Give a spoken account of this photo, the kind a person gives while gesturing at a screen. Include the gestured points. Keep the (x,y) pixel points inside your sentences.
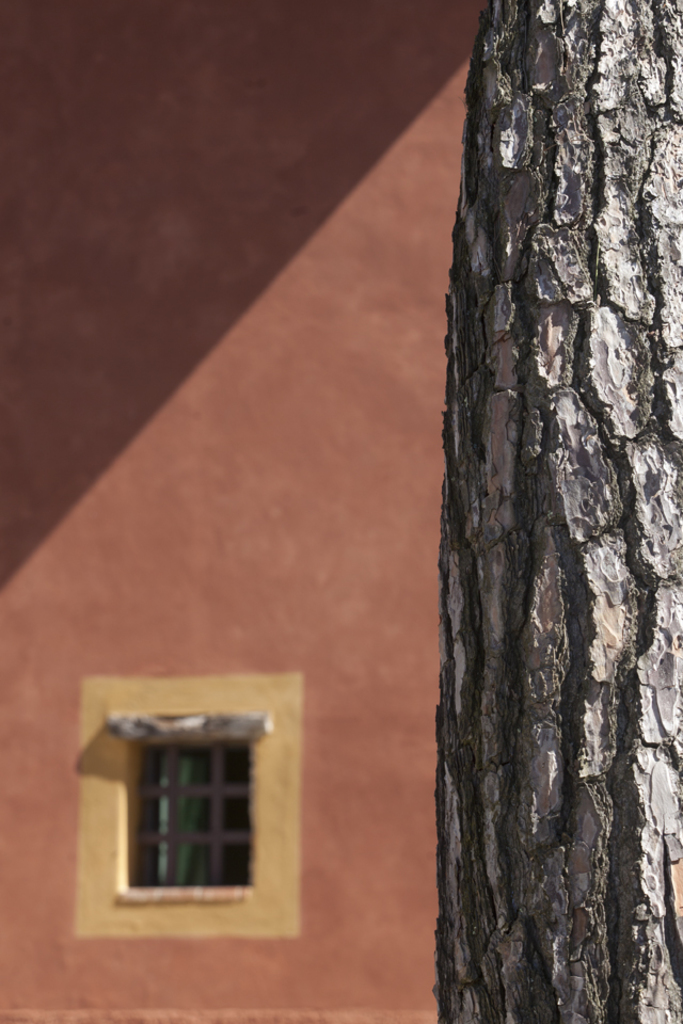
In this picture we can see a tree trunk (578,434) and in the background (90,896) we can see a window (237,871), wall (186,666).
